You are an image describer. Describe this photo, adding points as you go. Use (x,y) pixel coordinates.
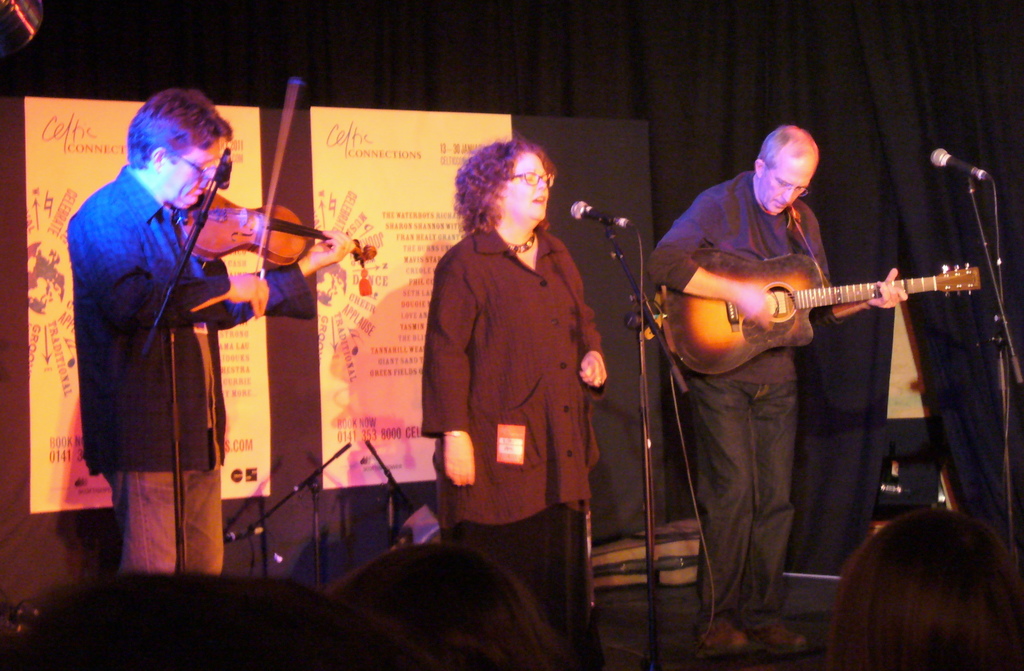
In this image I can see three people (535,253) standing on the stage (674,595). Among them two people (195,305) are playing the musical instruments (274,264). And one person (482,309) is standing in front of the mic (648,509) and she is singing. In the background (391,207) there is a board (318,364) and a black curtain (634,73).
